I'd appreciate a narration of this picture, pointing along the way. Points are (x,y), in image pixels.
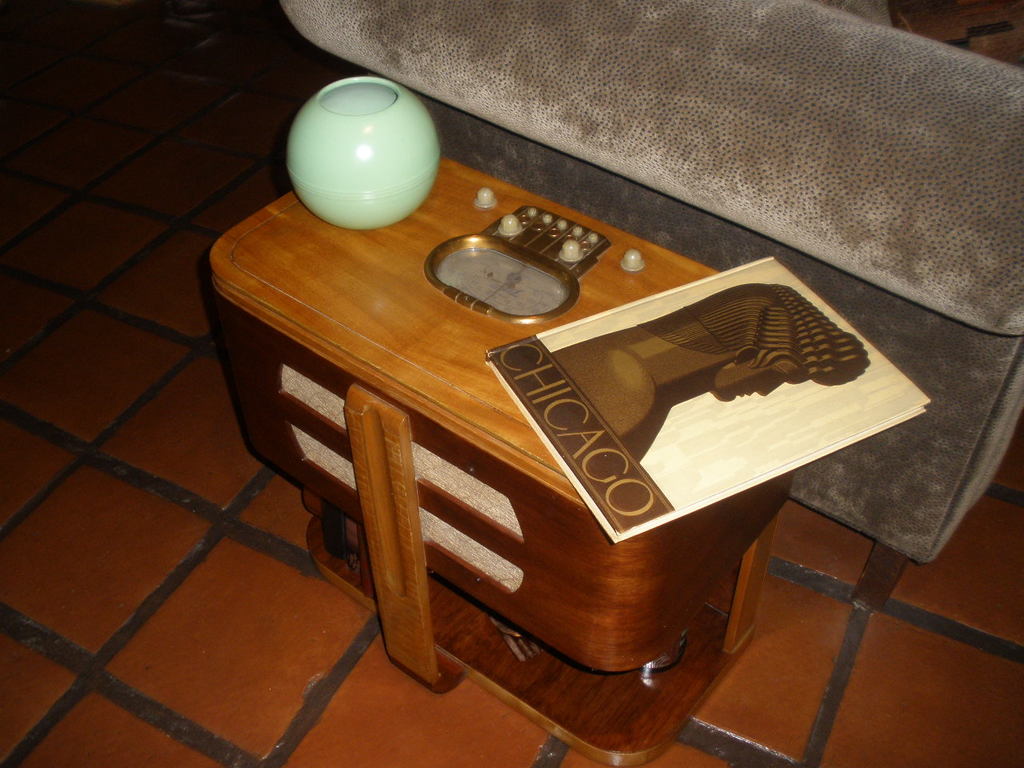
In the center of the image (591,352) we can see a table (503,232) and some objects (397,209), book (602,371) are present. In the background of the image (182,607) floor (305,563) is there.
